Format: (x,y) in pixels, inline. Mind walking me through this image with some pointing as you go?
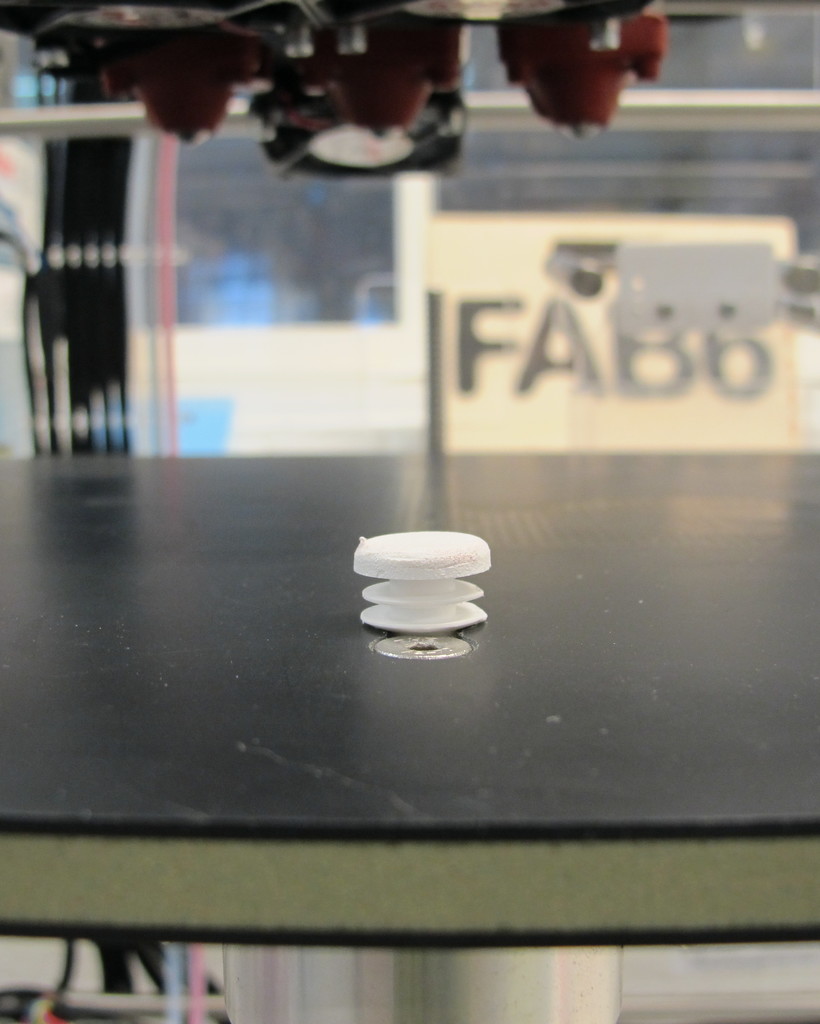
In this image on a table (454,666) there is a plastic plug (420,586). In the background (313,260) there is a glass wall (709,202). On the top (257,56) there are printer nozzles (226,70).
